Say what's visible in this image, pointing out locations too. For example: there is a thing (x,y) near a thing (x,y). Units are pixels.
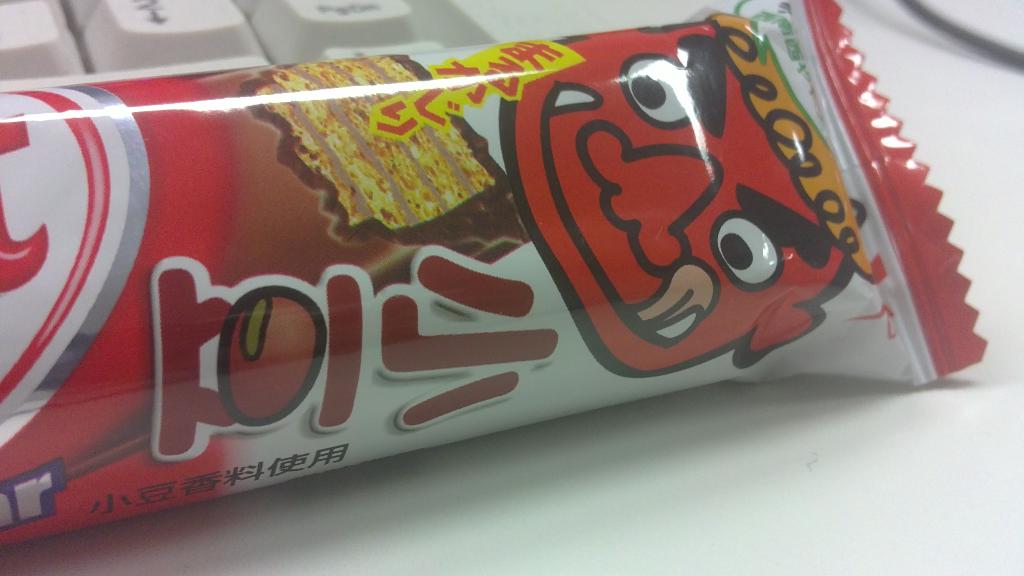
In the center of the image (392,305) we can see a wrapper (564,328) placed on the table (807,463). In the background (167,52) we can see a keyboard (180,33).
